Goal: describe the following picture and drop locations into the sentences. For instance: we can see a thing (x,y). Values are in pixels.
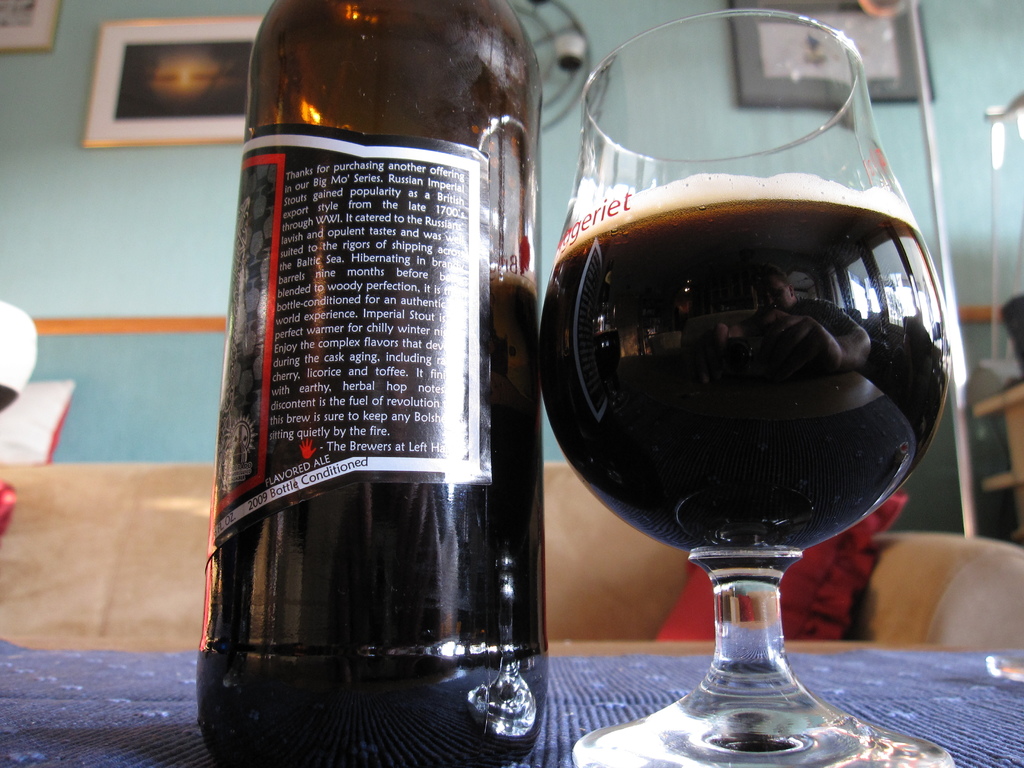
In this picture we can see bottle (319,322) with sticker (336,231) to it aside to this we have a glass (800,271) with drink (651,413) in it placed on a table (863,717) and in background (99,569) we can see sofa (616,568) with pillows (793,570) on it, wall (214,229) with frames (146,54).
